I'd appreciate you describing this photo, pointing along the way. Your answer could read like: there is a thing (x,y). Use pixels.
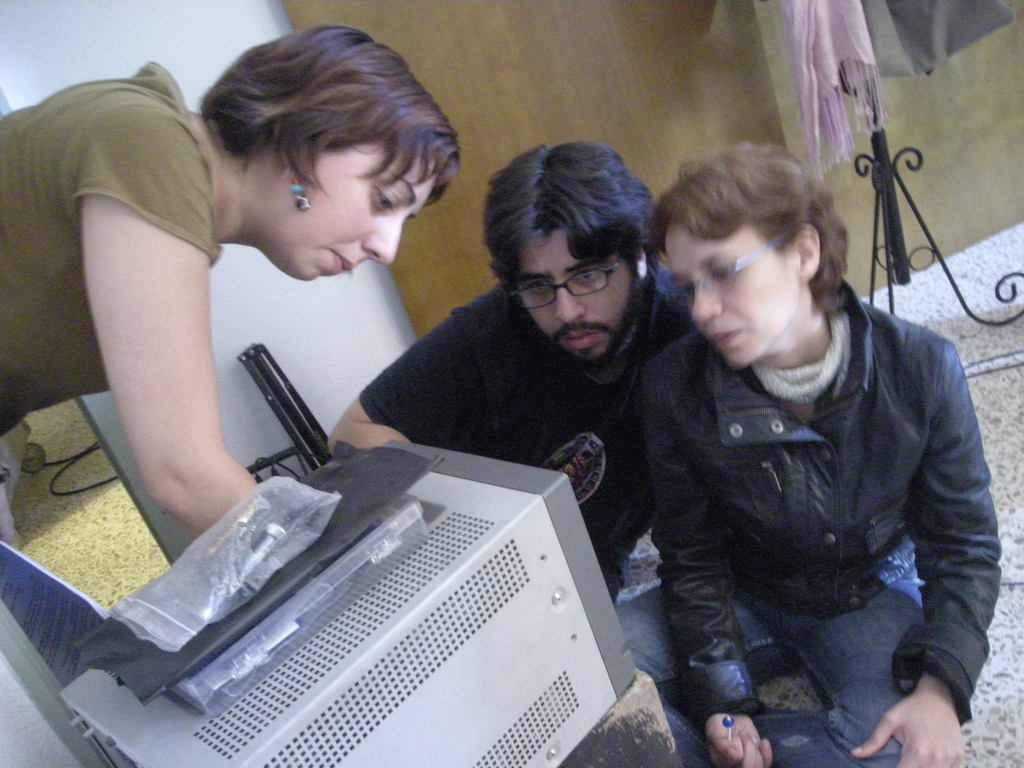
The picture is taken inside a room (433,360). In the foreground of the picture (262,577) we can see people (153,359), box (313,662), cover (240,592) and some electronic gadgets (401,603). In the background (403,35) we can see wall (193,7), stand (882,113), cloth (842,49) and other objects (34,451).
